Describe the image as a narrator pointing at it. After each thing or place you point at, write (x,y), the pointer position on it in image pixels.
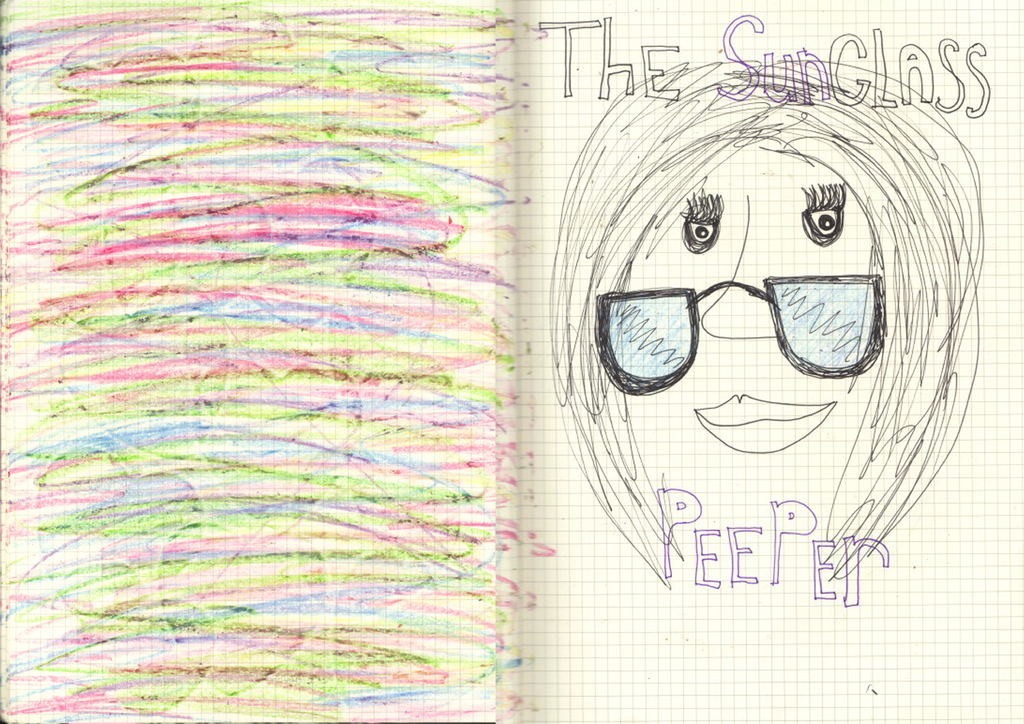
This picture might be a painting on the paper (628,245). In this image, on the right side (720,351), we can see painting of a person (949,203) with sun glasses (851,364). On the left side (305,321), we can see some lines (314,330) with colors.
